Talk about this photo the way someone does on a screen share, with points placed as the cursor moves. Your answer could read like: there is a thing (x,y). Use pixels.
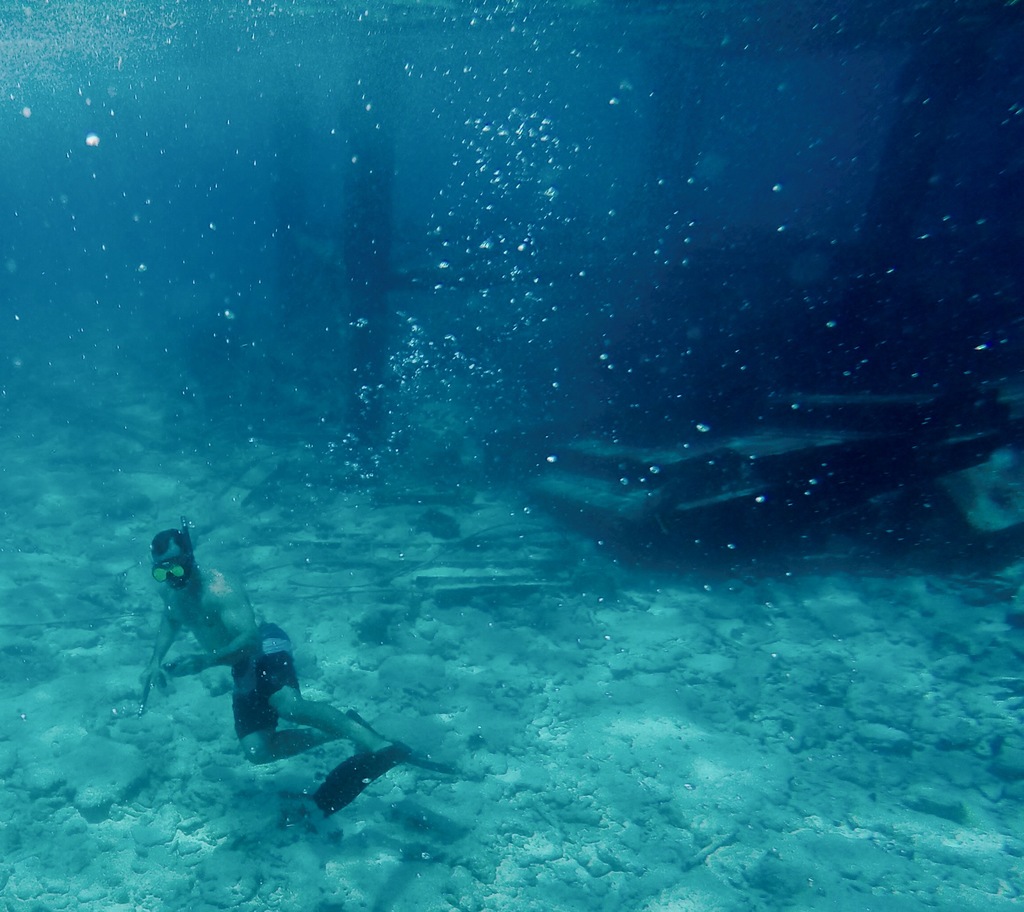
There is a person (246,645) in a short (272,672) swimming in the water (211,153), near stones (116,677) which are on the ground (544,873). In the background (417,580), there are other objects (971,422) on the ground surfaces (631,571). And there are air bubbles (482,246) formed in the water (314,212) of an ocean (815,150).
